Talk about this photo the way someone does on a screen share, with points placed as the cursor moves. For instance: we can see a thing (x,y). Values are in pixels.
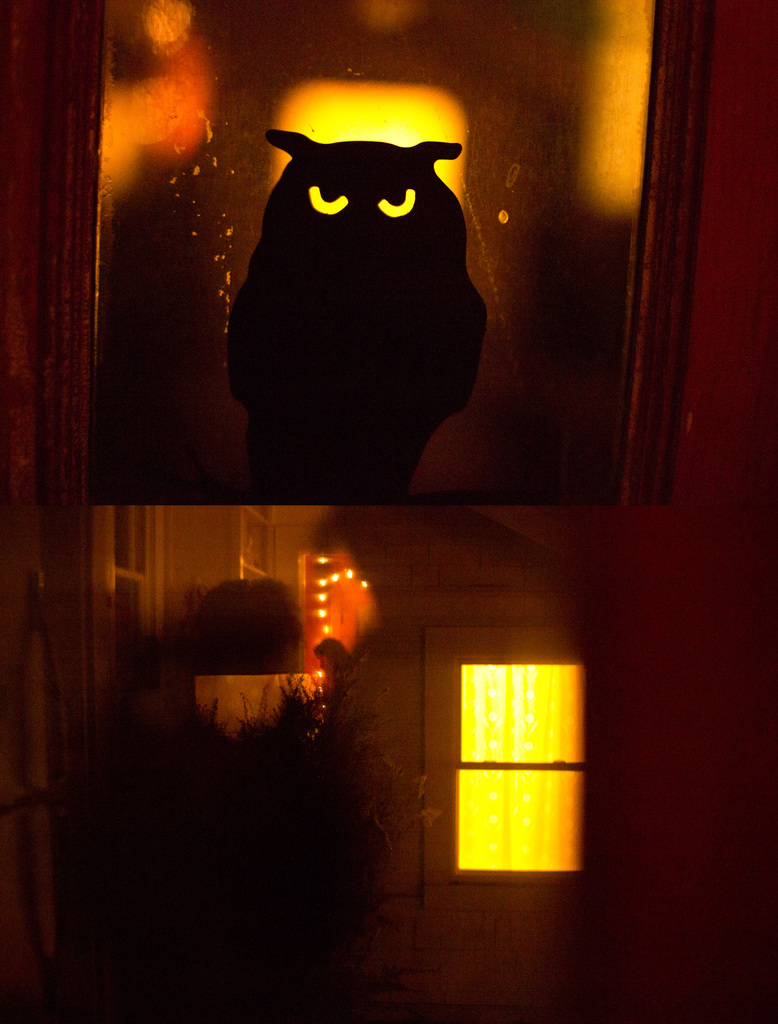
In the image there is a wall (404,714) with window (483,812). At the top of the image (56,165) there is an object (520,176) which looks like a frame (702,15). Inside the frame (688,15) there is an owl (282,388).
